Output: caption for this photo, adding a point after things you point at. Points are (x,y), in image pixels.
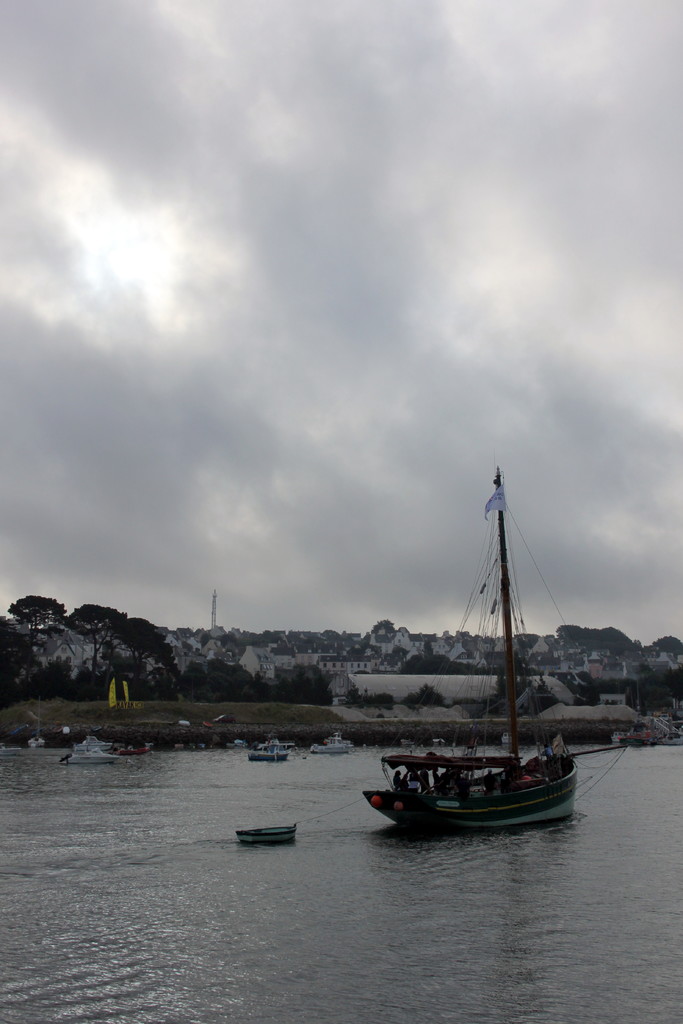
Here we can see few persons (489,789) riding in a boat (528,784) on the water (260,924) and we can see few more boats (268,832) on the water (358,827) and we can also see ropes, pole (512,674) on the boat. In the background (222,683) there are trees (222,683), buildings (267,657) and clouds (360,233) in the sky (391,378).
